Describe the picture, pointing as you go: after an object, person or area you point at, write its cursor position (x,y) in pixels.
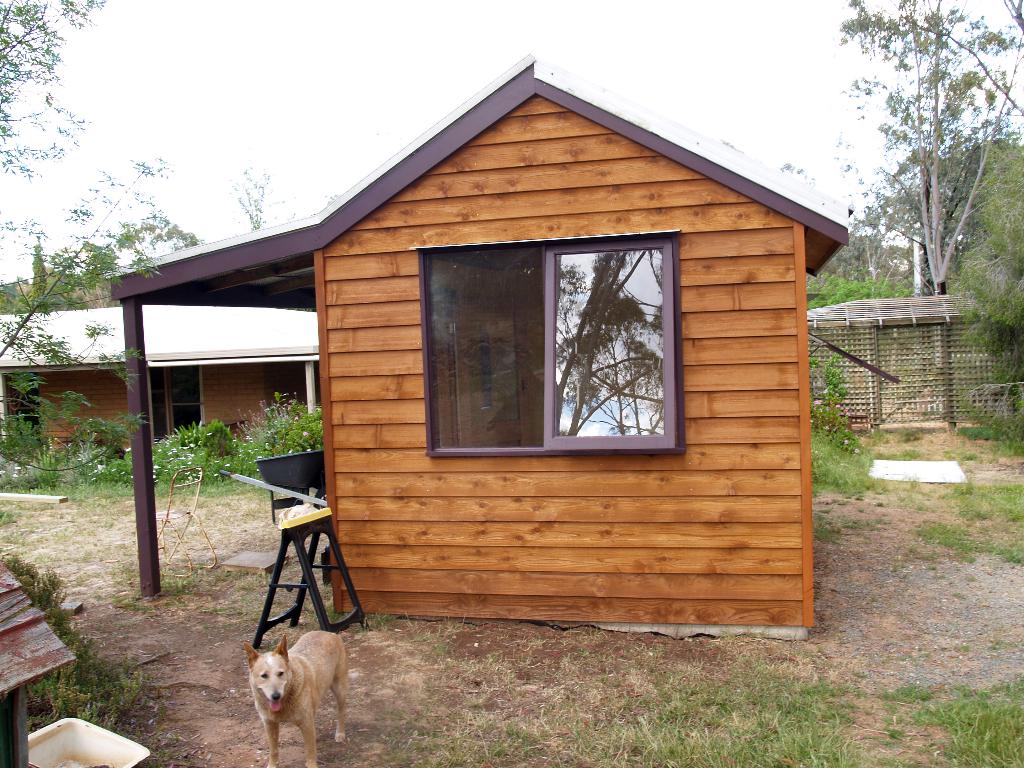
In this image there is a building (486,342). On the ground (190,642) there is a dog (293,667), table (282,526), basket (111,735). In the background (148,382) there is a building (188,330), shelter (851,325), trees (1014,175) are there. The sky (221,163) is clear.
